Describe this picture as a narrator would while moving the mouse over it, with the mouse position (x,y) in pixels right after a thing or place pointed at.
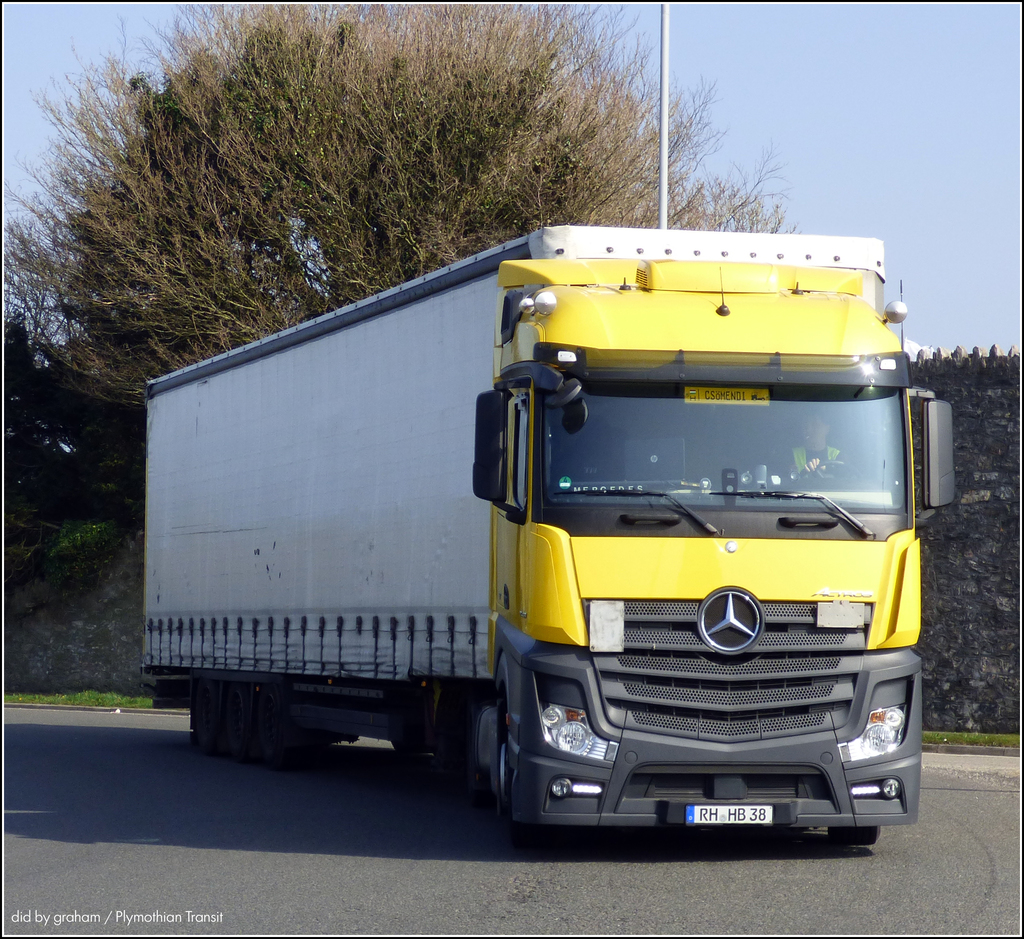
In this picture we can see vehicle (519,679) moving on the road (362,874), behind we can see wall (989,488) and trees (387,269).
